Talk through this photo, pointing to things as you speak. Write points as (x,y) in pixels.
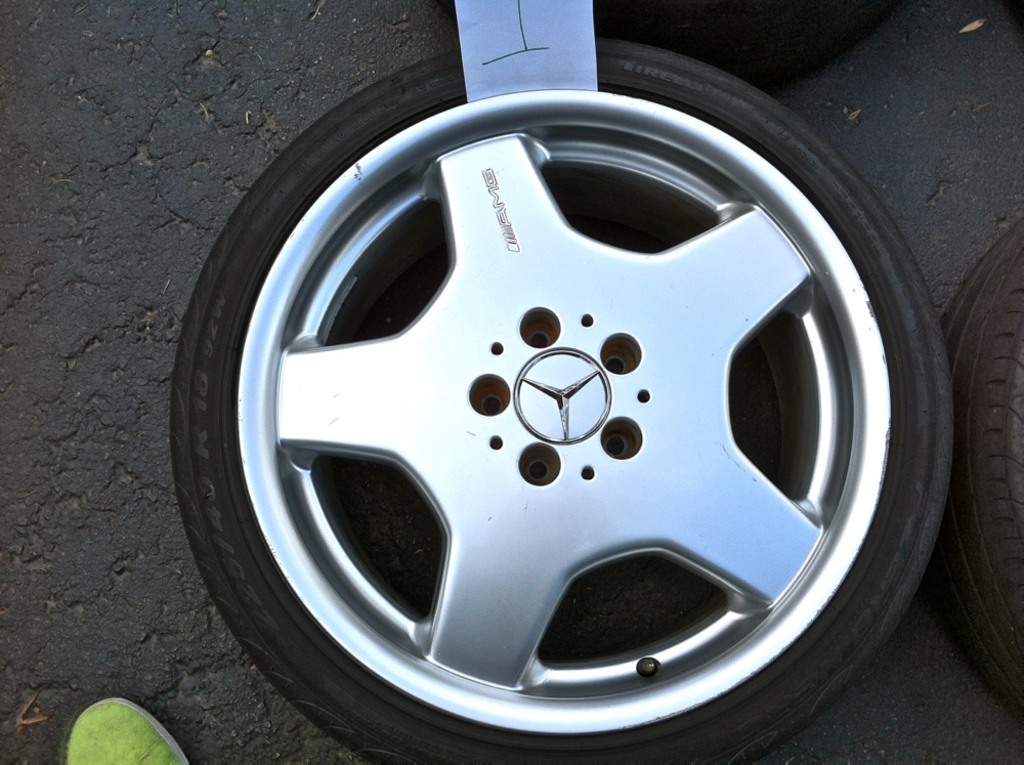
In this image I can see three wheels (759,168) which are placed on the ground (108,277). In the center of the wheel (267,236) I can see the rim (499,409) and a white color paper (524,42) is attached to it. At the bottom of the image (114,744) there is a shoe (122,745).
